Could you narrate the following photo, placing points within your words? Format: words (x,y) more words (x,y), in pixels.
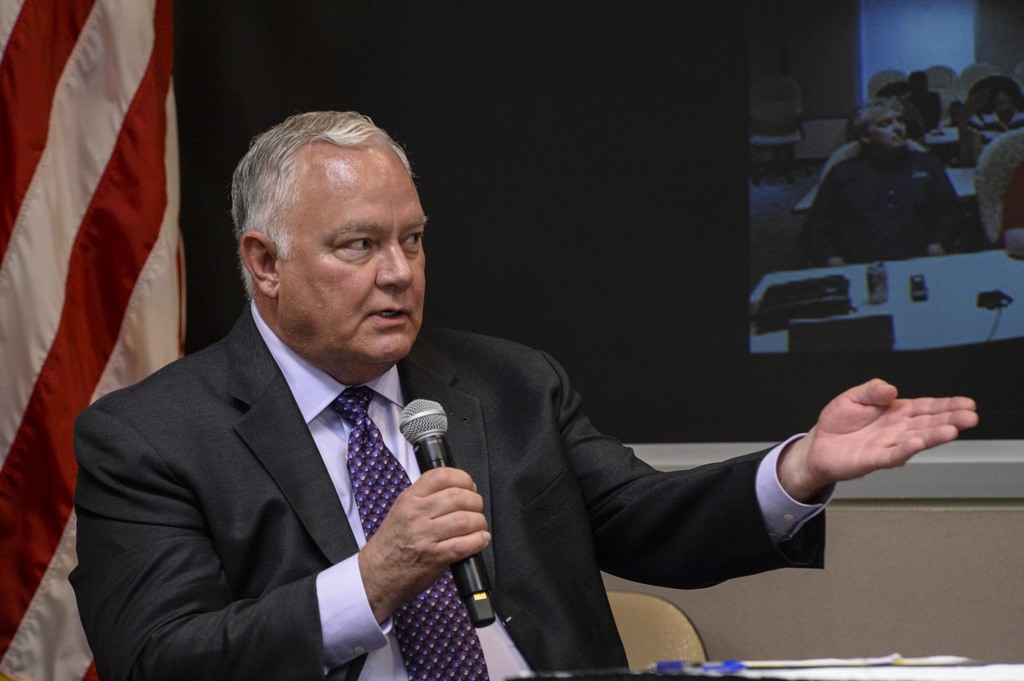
He is sitting on a chair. He is holding a mic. He's wearing a tie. We can see in background (890,231) projector (895,200) and flag (17,420).
